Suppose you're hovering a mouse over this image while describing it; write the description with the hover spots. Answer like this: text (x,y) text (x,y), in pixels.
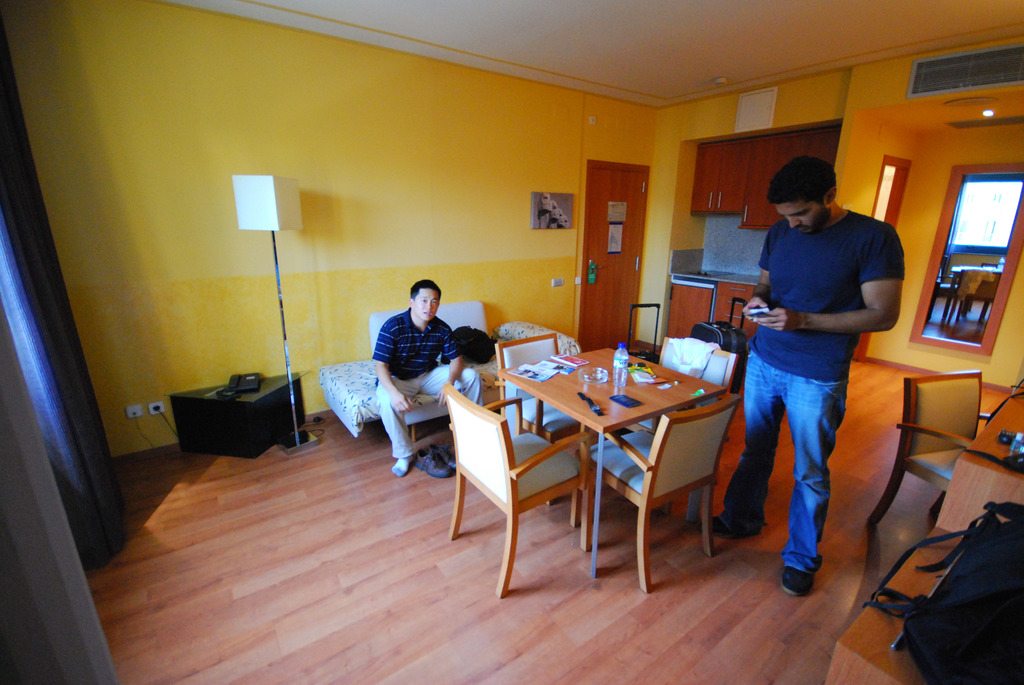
In this image there are two persons (791,249). At the right side of the image (827,305) there is a person (778,380) standing and holding a object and at the left side of the image (337,380) there is a person (411,380) sitting on the bed (349,376).
